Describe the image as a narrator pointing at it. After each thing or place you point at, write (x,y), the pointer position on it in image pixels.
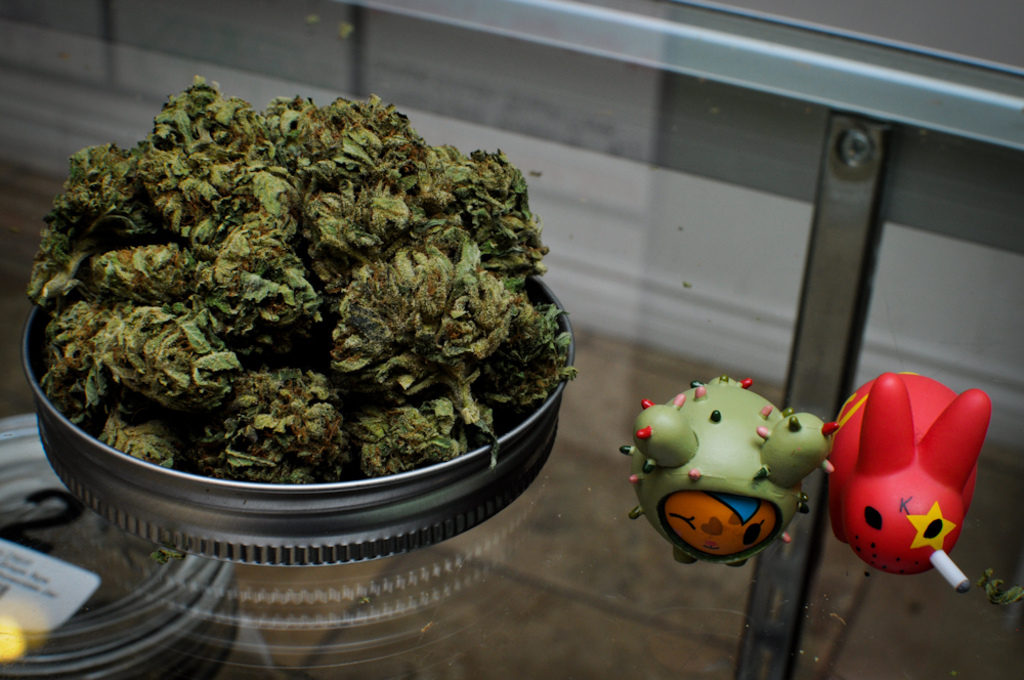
In this picture we can see cannabis buds (204,318) in the bowl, here we can see toys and these all are on the glass platform (614,389).
